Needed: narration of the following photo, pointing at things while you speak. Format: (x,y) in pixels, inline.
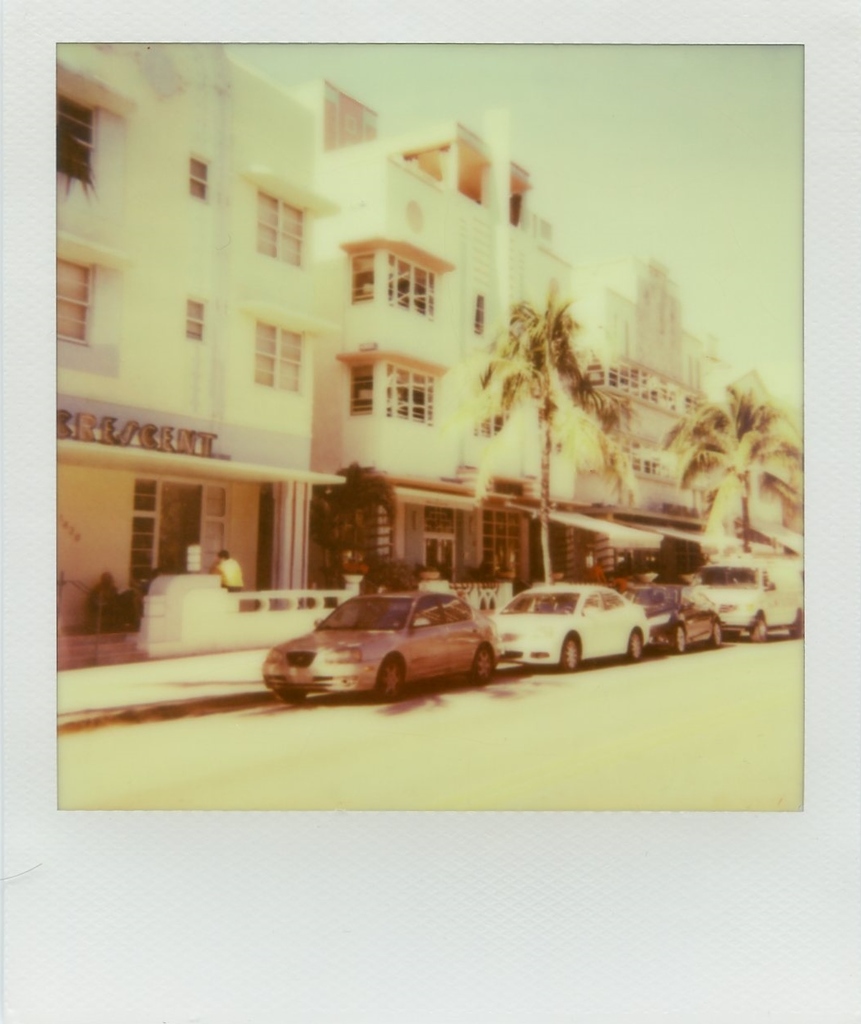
In this image we can see trees (716,440), cars (436,626), buildings (223,351) and road (516,743). In the background (636,107) there is sky (467,77).
